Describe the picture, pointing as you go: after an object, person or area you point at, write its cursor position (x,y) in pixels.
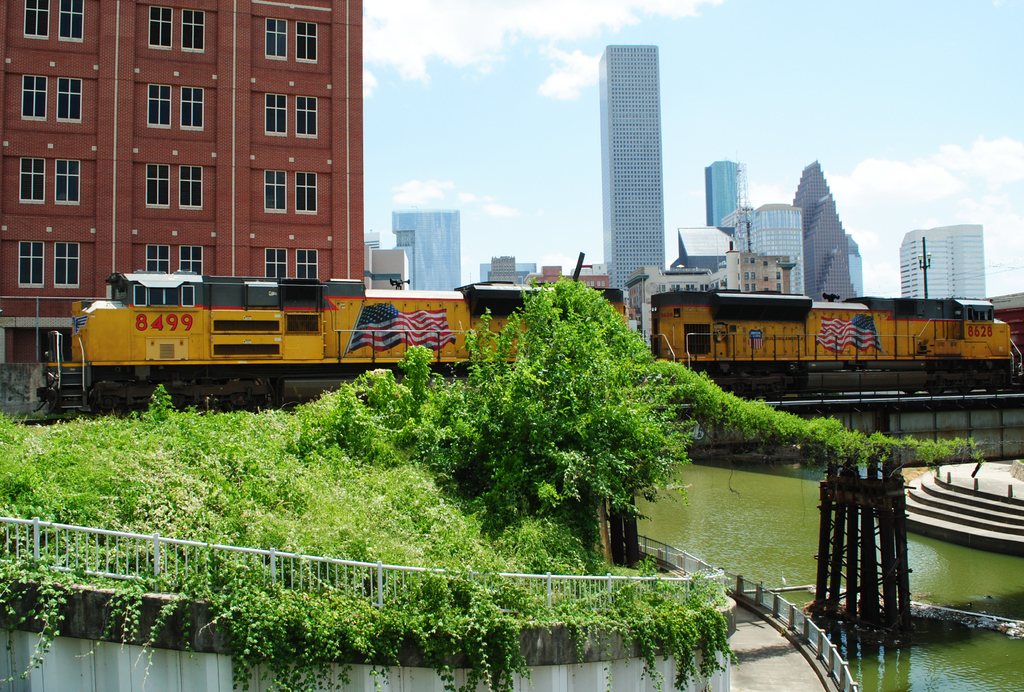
In this image I can see green colour plants (512,404) on the left side (116,602) and on the right side of this image (782,510) I can see water (778,514). In the background (898,377) I can see a train (83,386), number of buildings (686,245), clouds (874,232), the sky (830,126) and on the train (830,299) I can see few numbers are written.
